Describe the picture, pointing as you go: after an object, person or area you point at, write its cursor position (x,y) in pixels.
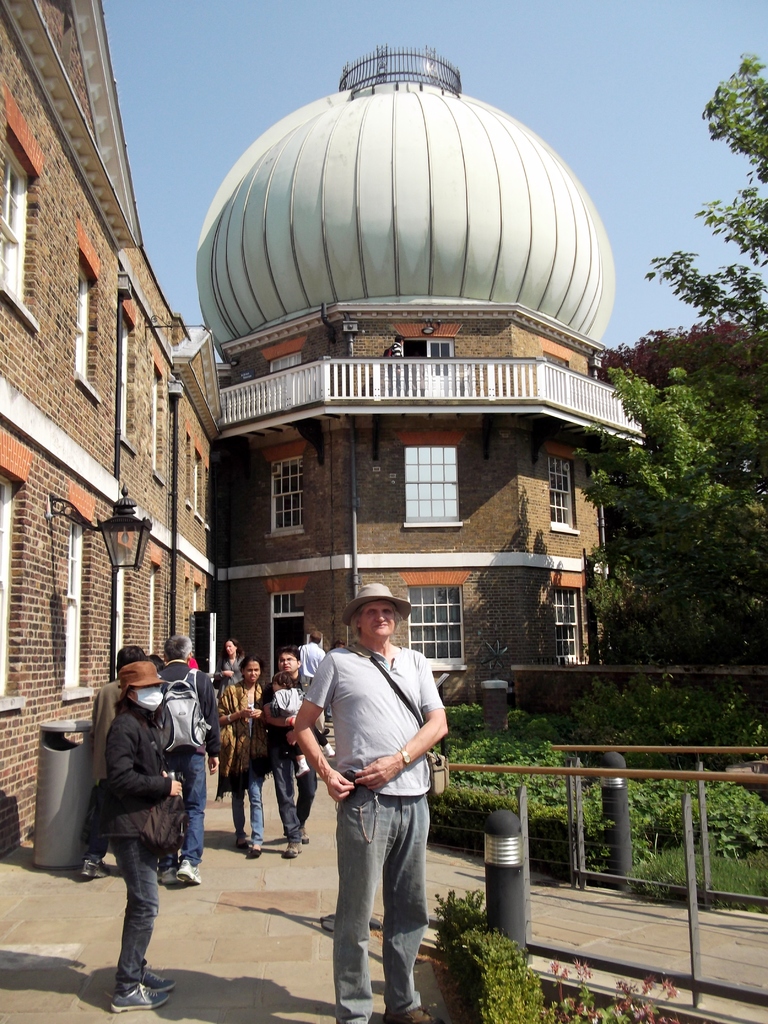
There are buildings (326,488) with the windows (453,521), there are trees (726,505), here people (391,784) are walking, this is sky (339,59).
